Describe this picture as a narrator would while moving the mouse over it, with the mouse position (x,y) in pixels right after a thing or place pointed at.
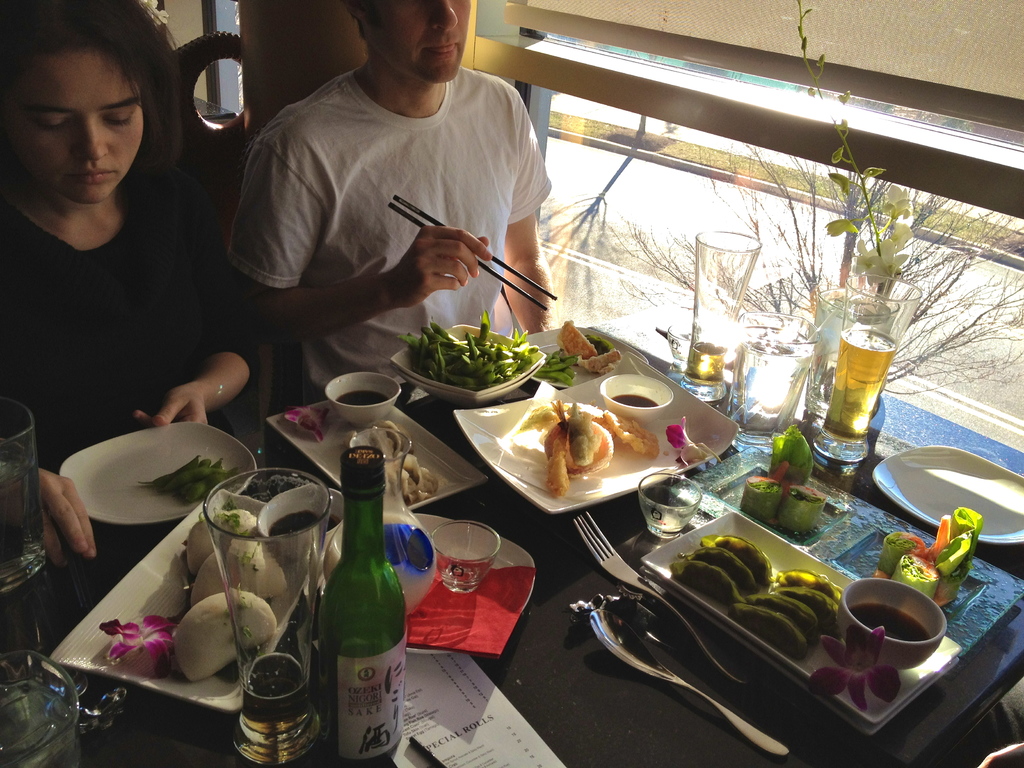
Here we see a man (252,181) and a woman (12,214) Seated on the chair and we see wine bottle (368,767) and food (374,390) on the table (24,610).
